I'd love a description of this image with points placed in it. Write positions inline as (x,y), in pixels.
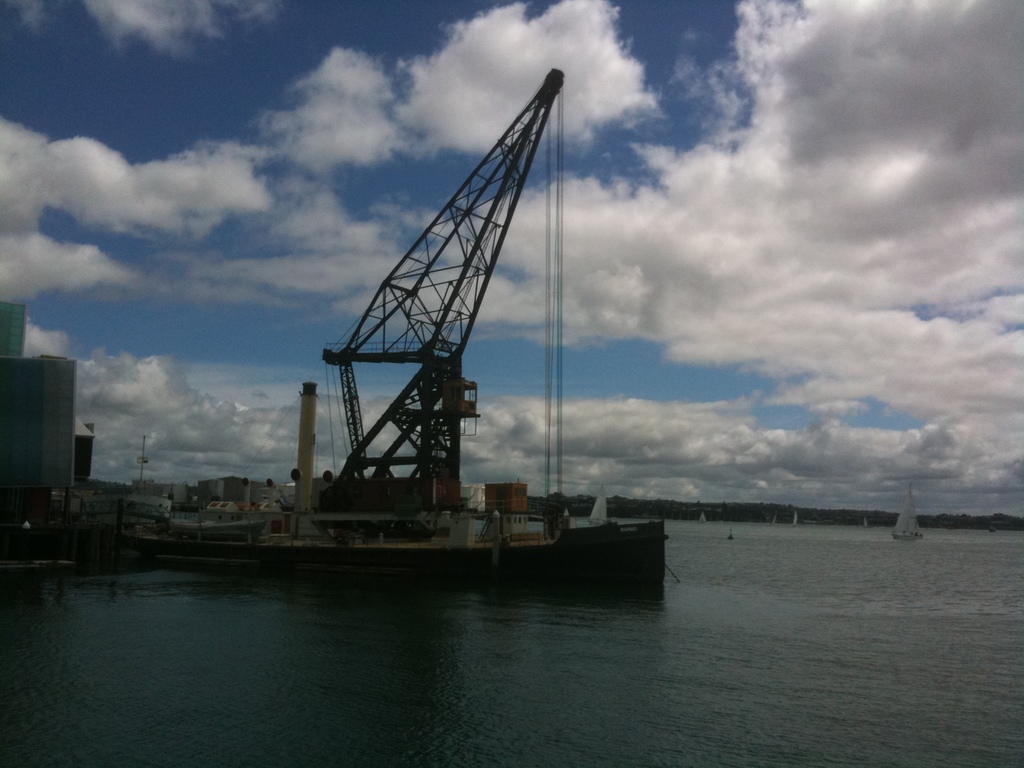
In the center of the image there is ship (542,550). At the bottom of the image (469,612) there is water (315,718). At the top of the image (720,84) there is sky (742,119) and clouds (664,273). To the left side of the image (0,473) there are buildings (14,462).
